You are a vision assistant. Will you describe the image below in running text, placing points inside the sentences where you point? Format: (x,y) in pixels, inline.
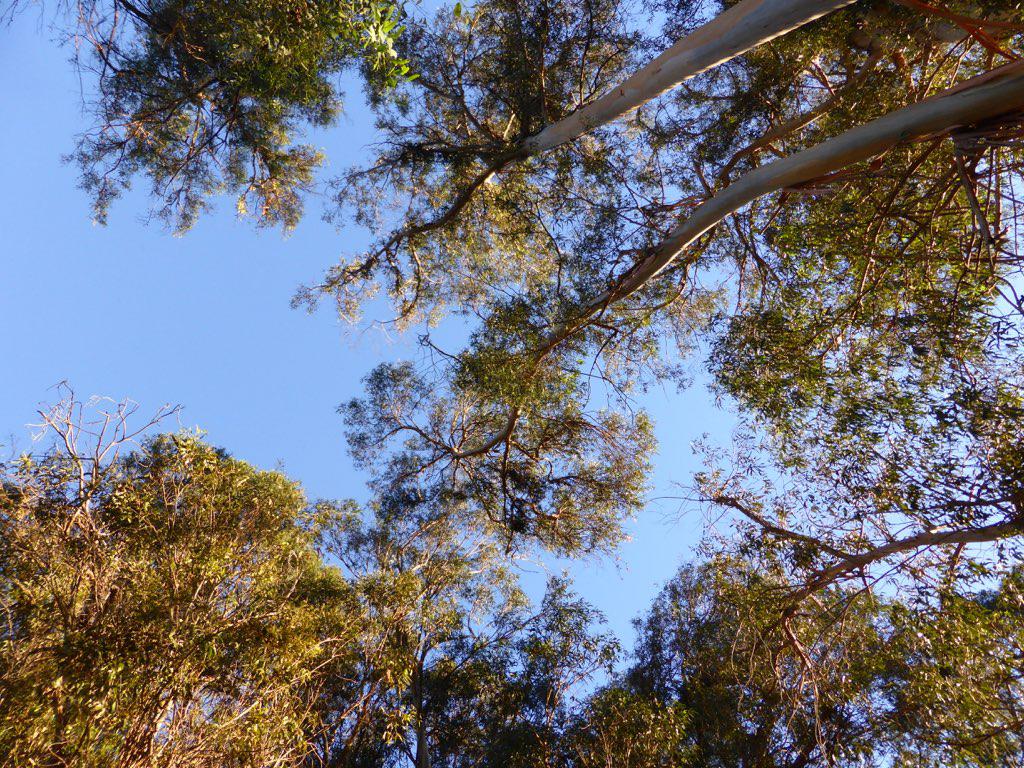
There are trees (130,625) and there is sky (114,387) on the top (697,147).
